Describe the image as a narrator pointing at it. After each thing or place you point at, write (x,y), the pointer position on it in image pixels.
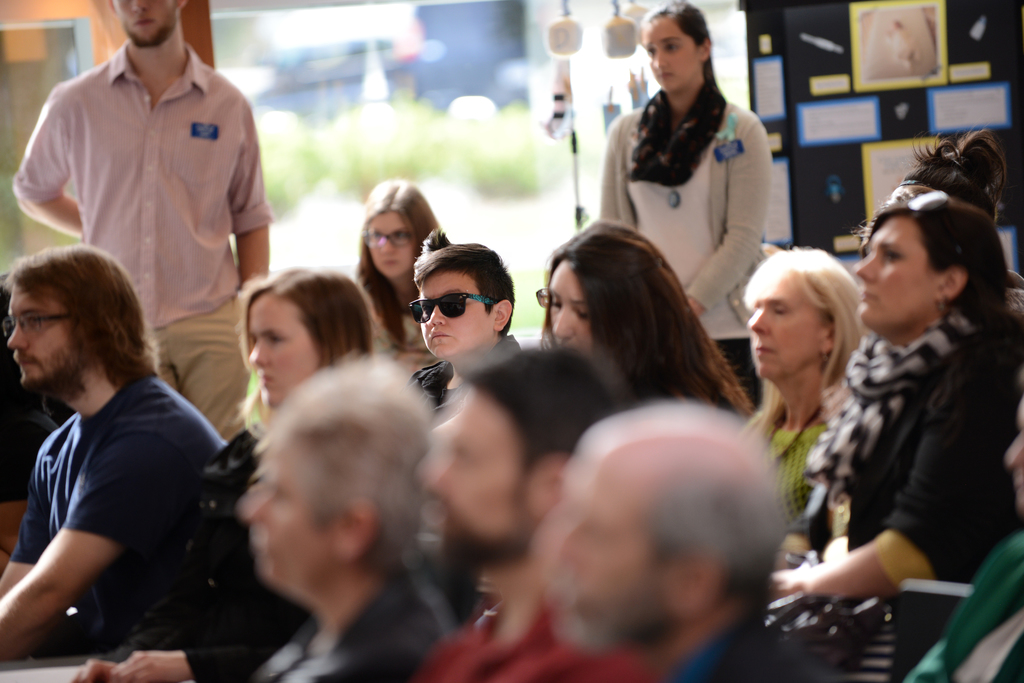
In this image, we can see a few people (622,293). We can see some boards (835,94) with text (818,114). We can see a pole (573,95) and some white colored objects (559,38). We can see the blurred background (352,21).
